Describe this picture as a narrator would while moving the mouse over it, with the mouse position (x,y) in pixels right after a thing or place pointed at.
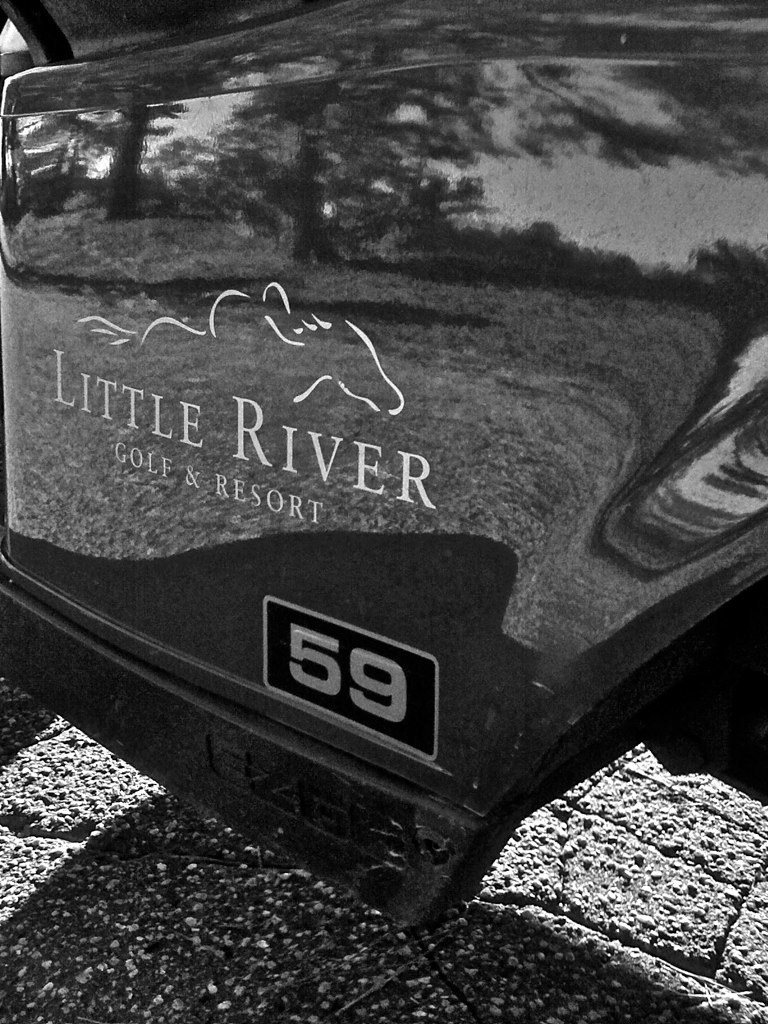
Here in this picture we can see a panel (43,169) of a golf cart (27,126) and on that we can see some text (211,420) and a picture (229,306) present.
